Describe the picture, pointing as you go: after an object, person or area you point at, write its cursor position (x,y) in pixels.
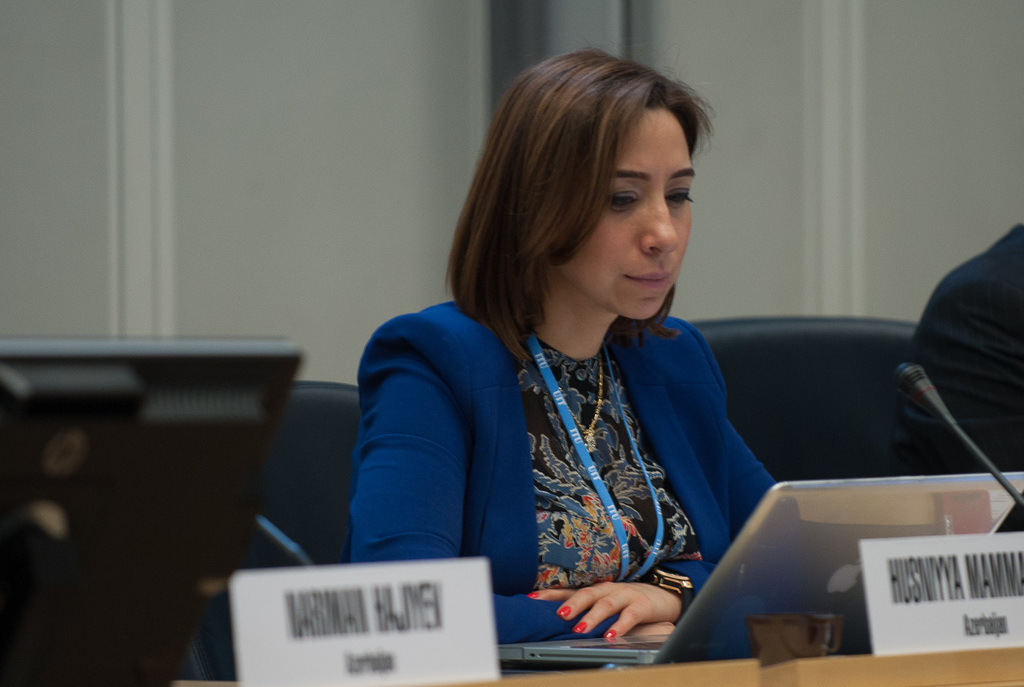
There is a woman (454,348) sitting on chair (346,442), beside her we can see a person (1001,382), in front of her we can see laptops (714,599), boards (922,596) and microphone (921,392) on the table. We can see chairs (349,467). In the background (336,44) we can see wall (534,52).
